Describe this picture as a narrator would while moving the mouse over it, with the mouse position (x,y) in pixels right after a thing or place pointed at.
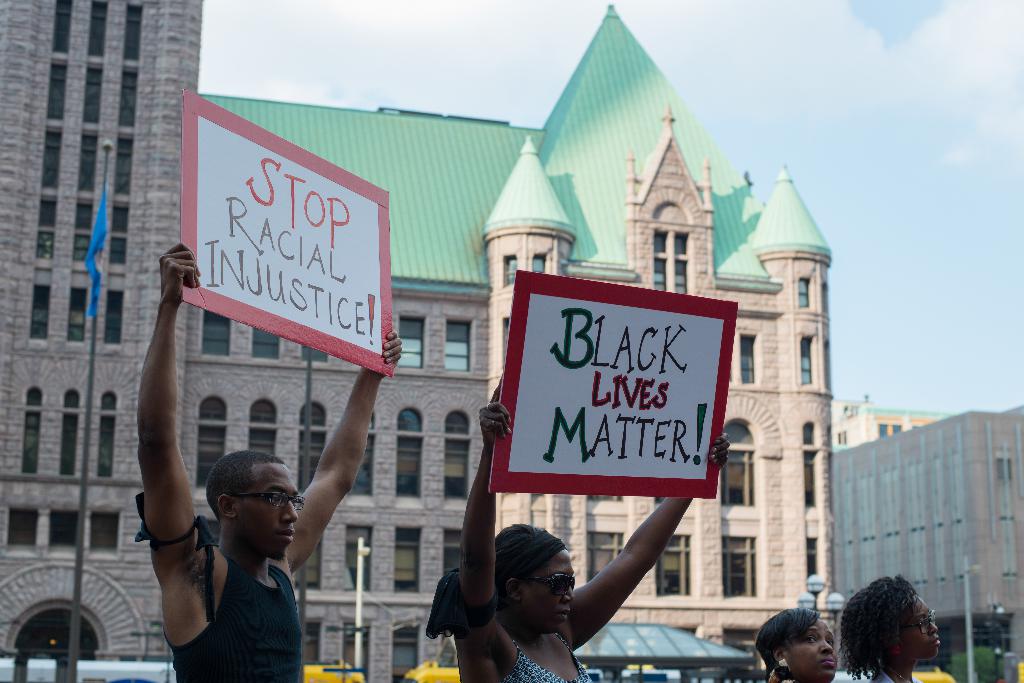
This is an outside view. At the bottom (494,632), I can see four persons (464,619) standing facing towards the right side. Two persons (284,528) are holding boards (559,443) in their hands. On the boards (369,282), I can see some text (226,257). In the background (760,454) there are many buildings (908,447) and poles (818,601). At the top of the image (898,160) I can see the sky (889,85).
